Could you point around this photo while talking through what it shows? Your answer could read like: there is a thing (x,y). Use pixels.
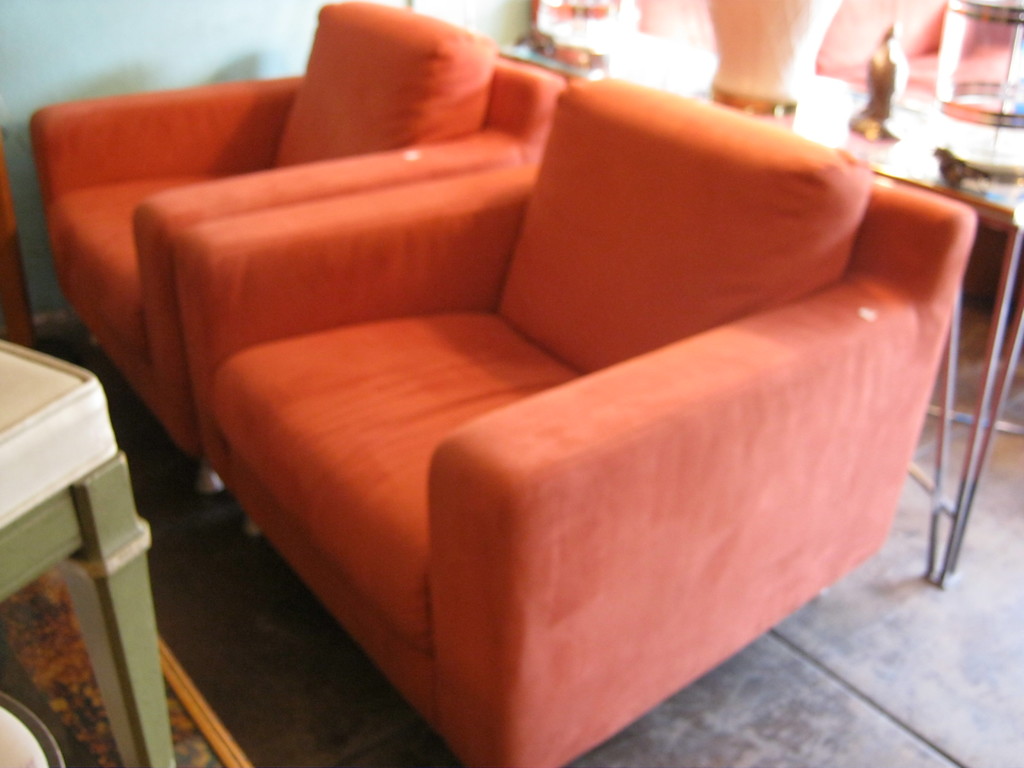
In this image we can see two sofa chairs (243,320). In the background (916,148) we can see a table (931,153).
